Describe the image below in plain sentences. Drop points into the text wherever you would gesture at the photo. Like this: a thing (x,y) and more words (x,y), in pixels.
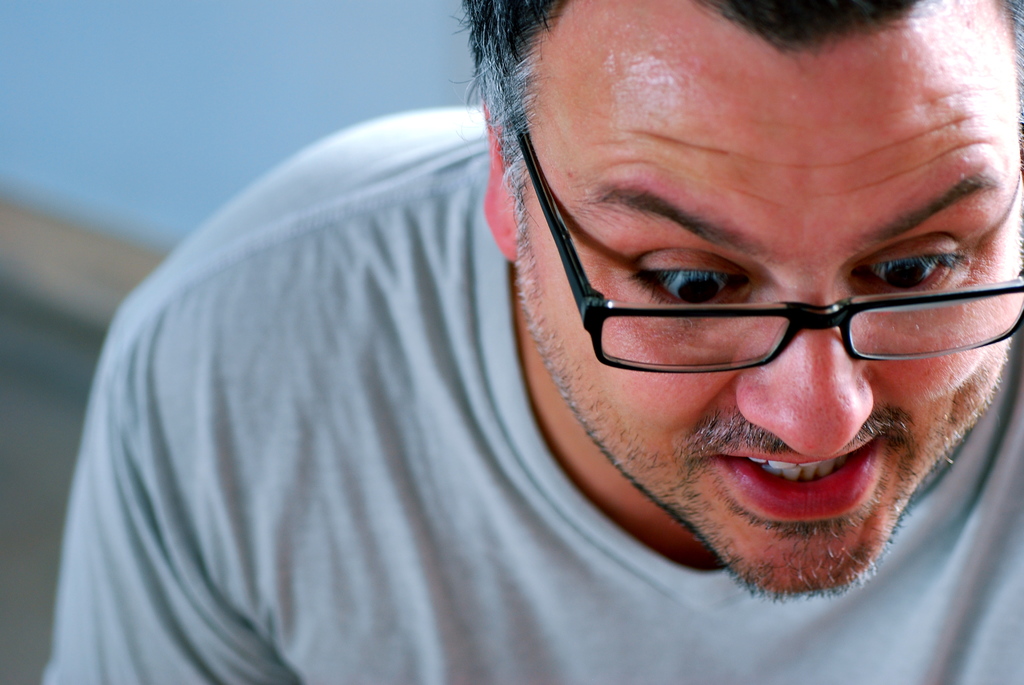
In the image there is a man (634,366) in grey t-shirt (467,398) and specs (711,370) in the front (707,366).
